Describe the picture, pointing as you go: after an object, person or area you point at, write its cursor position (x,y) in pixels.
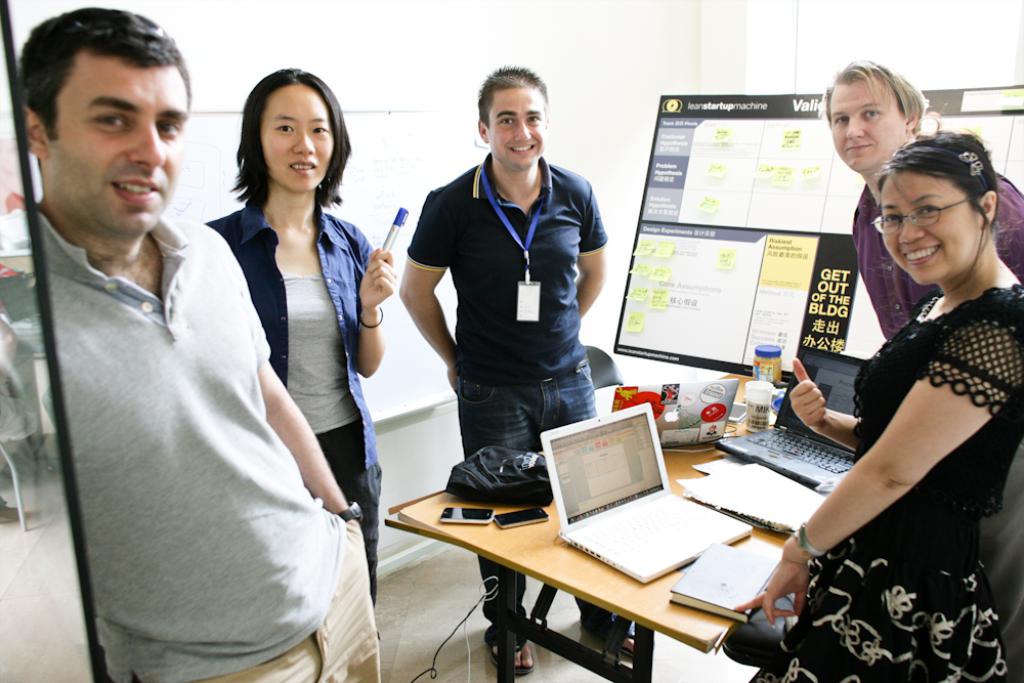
In this image we can see a five persons (503,271). On the table (669,470) there is a laptop (651,441), mobile (508,513), bag (506,459), bottle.
